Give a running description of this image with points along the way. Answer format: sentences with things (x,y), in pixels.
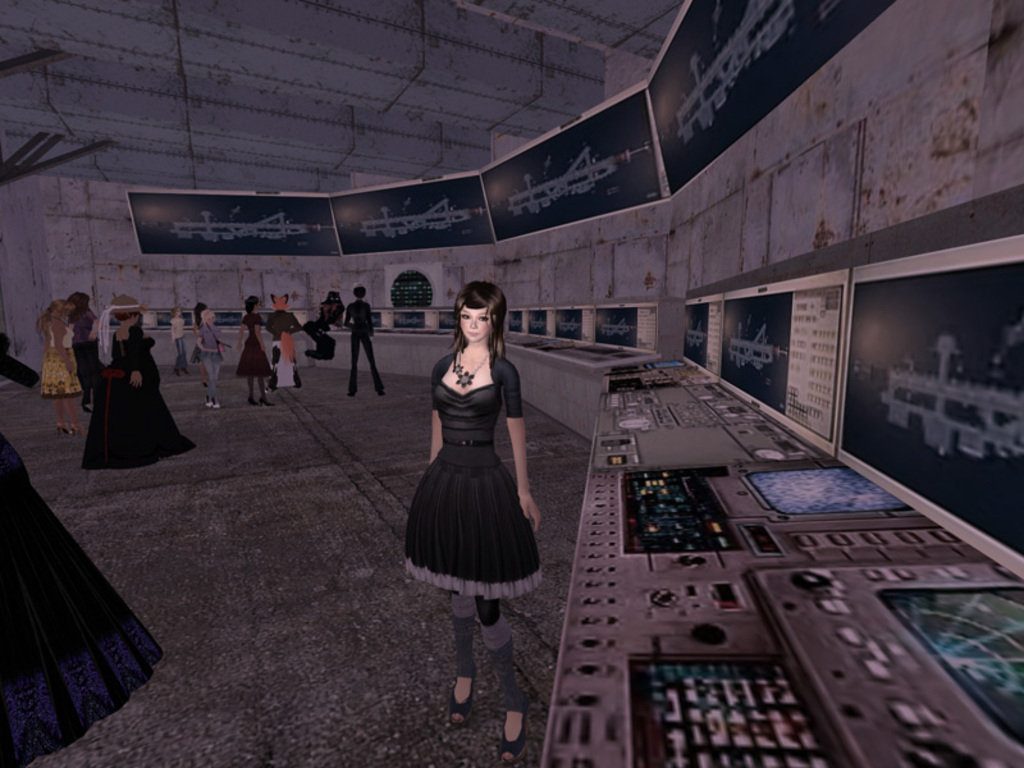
This image is an edited and animated image in which there are persons (477,396) and on the right side (780,330) there are screens (580,324).
